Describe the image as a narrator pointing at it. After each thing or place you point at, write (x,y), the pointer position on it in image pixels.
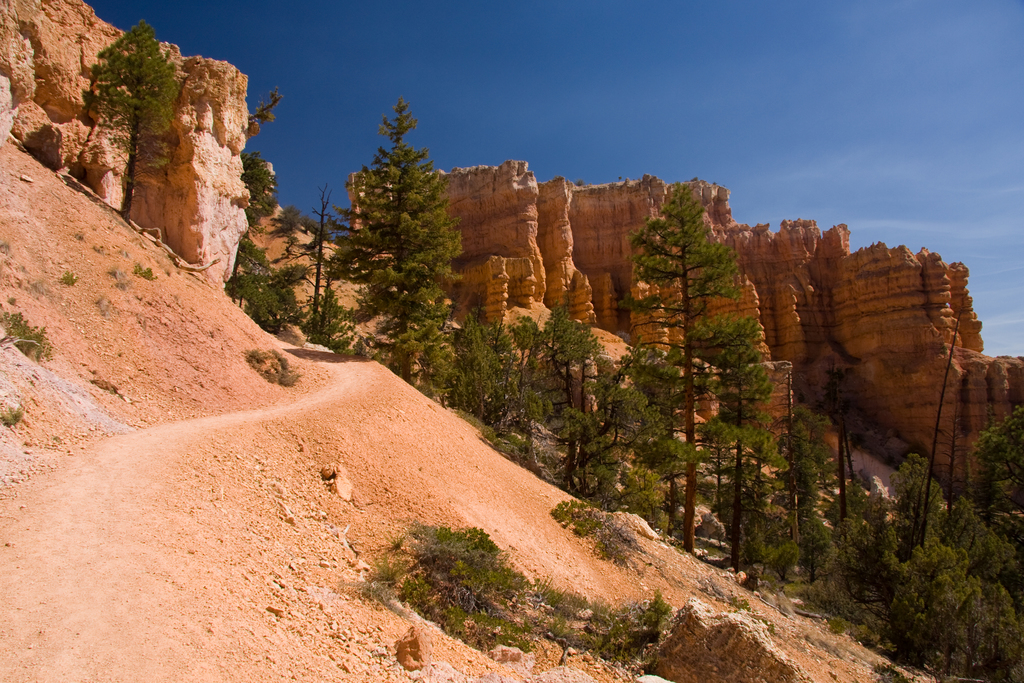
In this image, we can see some trees (407,336) and plants (453,564) on hill (263,390). There is a sky (501,61) at the top of the image (413,56).
